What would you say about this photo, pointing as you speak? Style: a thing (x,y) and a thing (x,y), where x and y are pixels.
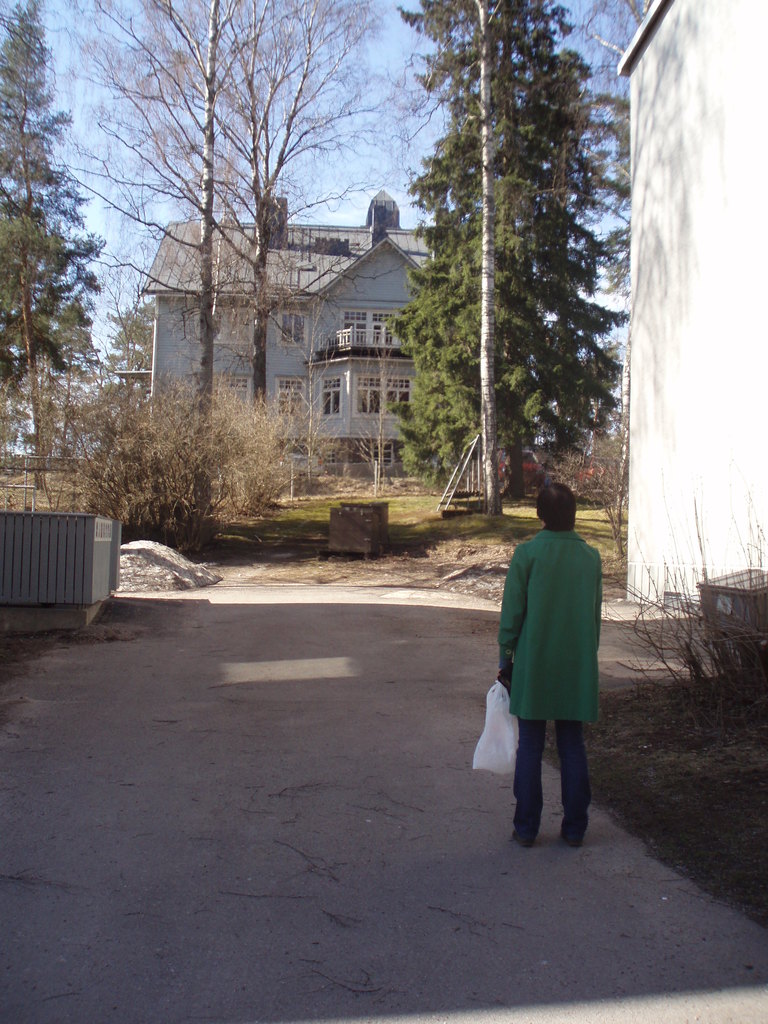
On the right side of the image (516,604), we can see a person (533,759) holding a carry bag (496,735) and standing on the walkway (388,805). Here we can see plants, wall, fence (68,584), grass (506,530) and boxes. Background (328,364) there is a building (355,386), wall (355,410), windows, railing (359,347), trees (465,310) and sky (324,223).
